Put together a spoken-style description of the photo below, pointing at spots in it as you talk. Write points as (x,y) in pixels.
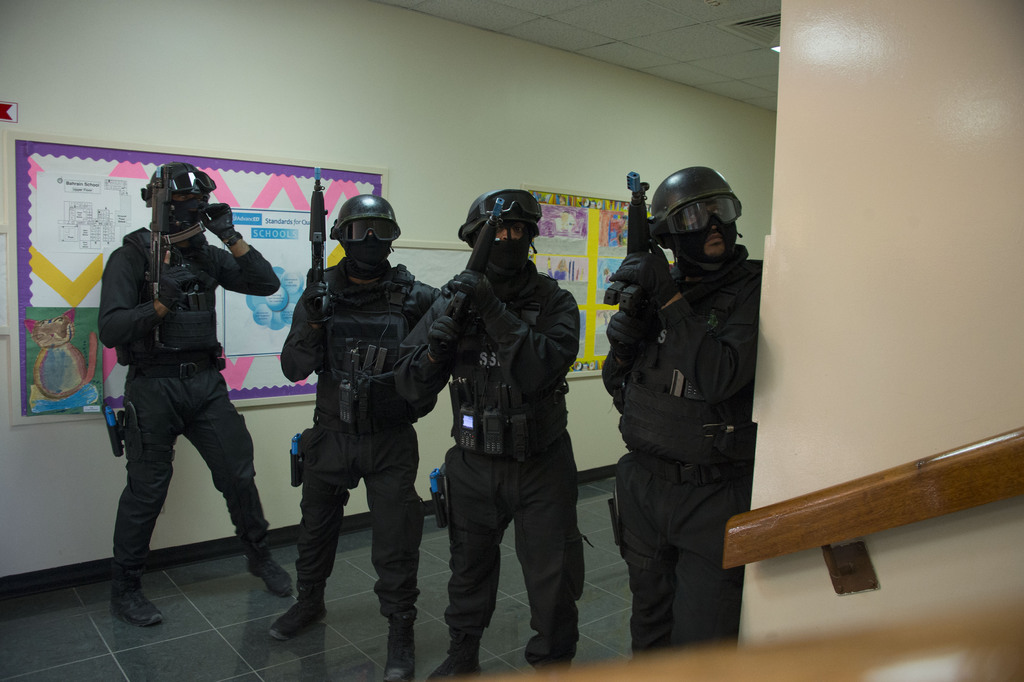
There are four people (531,333) standing and holding weapons (310,280) in their hands (675,278). I think they are soldiers (233,409). They wore a black color dress (368,457) and shoes (133,580). These are the notice boards (582,213) with papers (282,225) on it. This looks like a wooden staircase holder (807,516), which is attached to the wall (970,385). This is the roof (675,56).
